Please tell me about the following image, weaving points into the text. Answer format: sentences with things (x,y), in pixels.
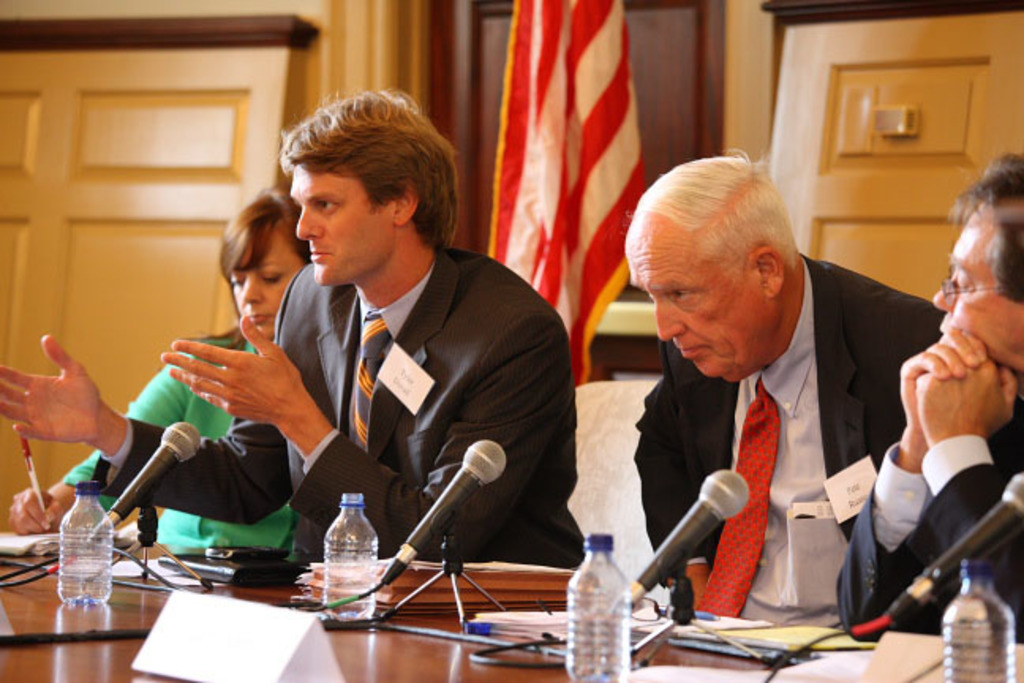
In this image I can see few people (458,426) are sitting in-front of the table (484,644). And these people (557,452) are wearing the blazers (513,434) and one person (199,409) with green color dress (203,420). On the table (391,654) I can see the files (488,600), papers (523,617), bottles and the mics (412,534). In the back (594,150) there is a flag (572,134) and the brown color door (278,110).
